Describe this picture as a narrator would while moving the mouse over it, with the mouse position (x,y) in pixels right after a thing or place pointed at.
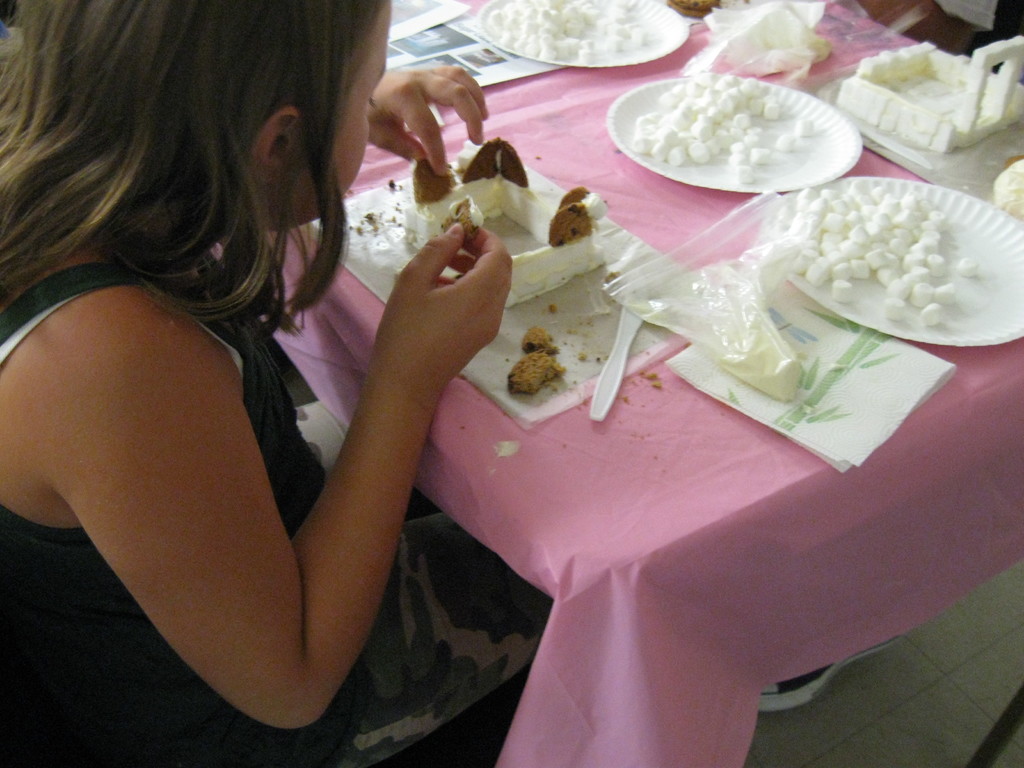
This picture is clicked inside room (786,688). On the left corner of this picture (278,391), we see a girl (95,444) in black t-shirt (96,620) is sitting on the chair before the table (541,446) and building a small structure (522,215). On the table (600,375), we see plate (820,290), knife (616,352), plastic cover (768,356), tissue (830,393) and this table (588,119) is covered with a pink color cloth (586,136). On table (463,53), we even see some paper (439,50).
